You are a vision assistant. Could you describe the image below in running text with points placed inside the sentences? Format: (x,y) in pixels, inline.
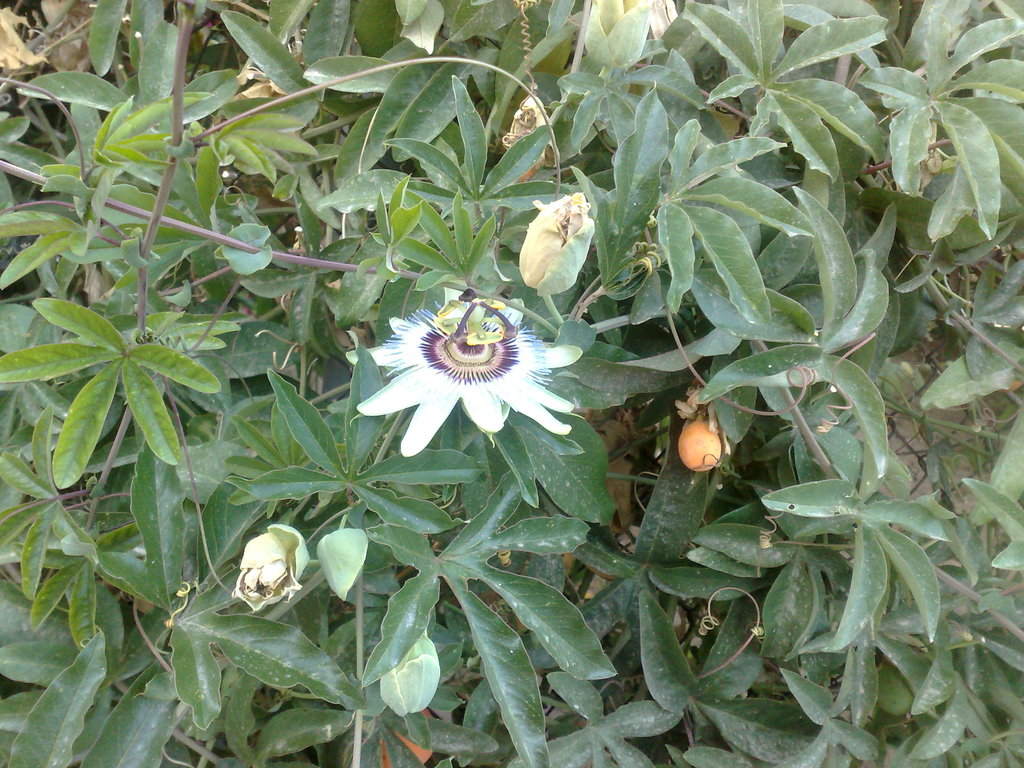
In this picture we can see a flower (480,319), buds (548,237) and leaves (215,592) of the plants (477,338).
